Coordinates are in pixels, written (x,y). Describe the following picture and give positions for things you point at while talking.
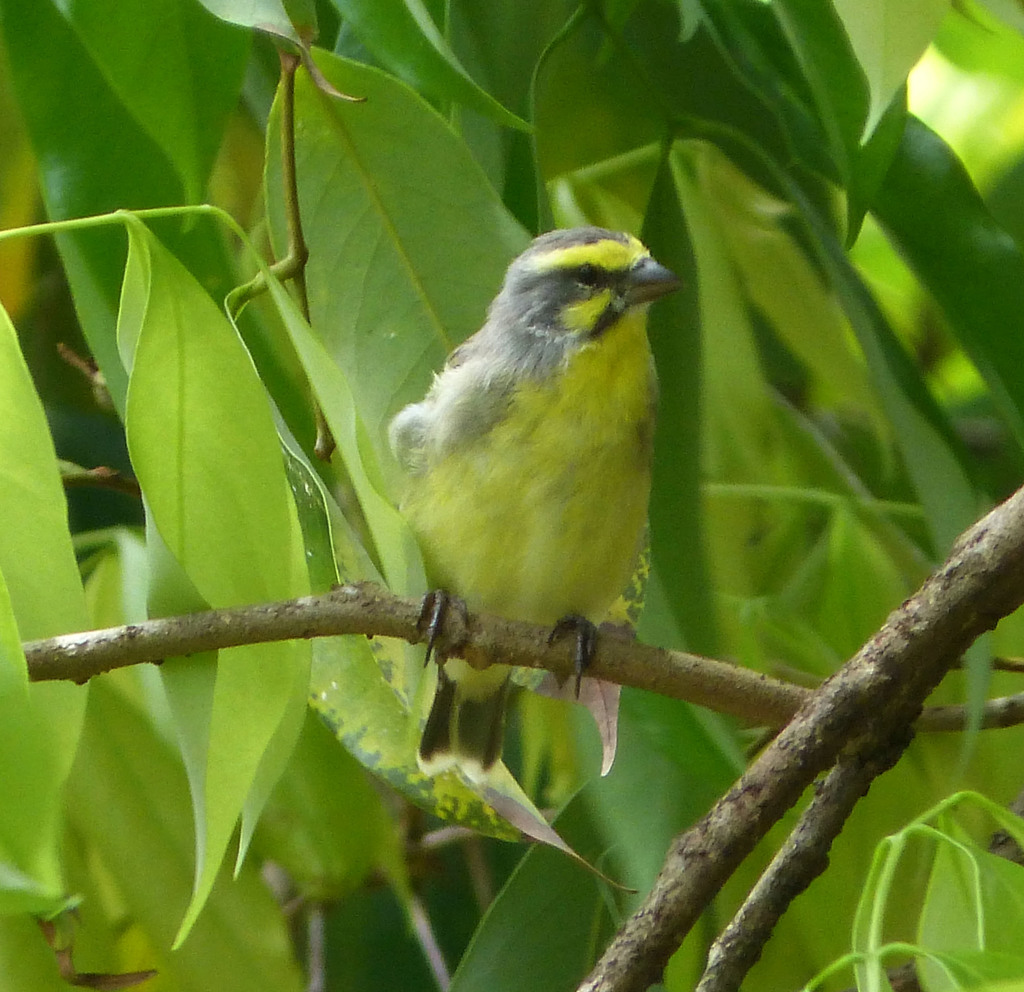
In this picture there is a bird (490,496) in the center of the image (562,453), on the stem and there are leaves (381,141) in the background area of the image (11,518).
